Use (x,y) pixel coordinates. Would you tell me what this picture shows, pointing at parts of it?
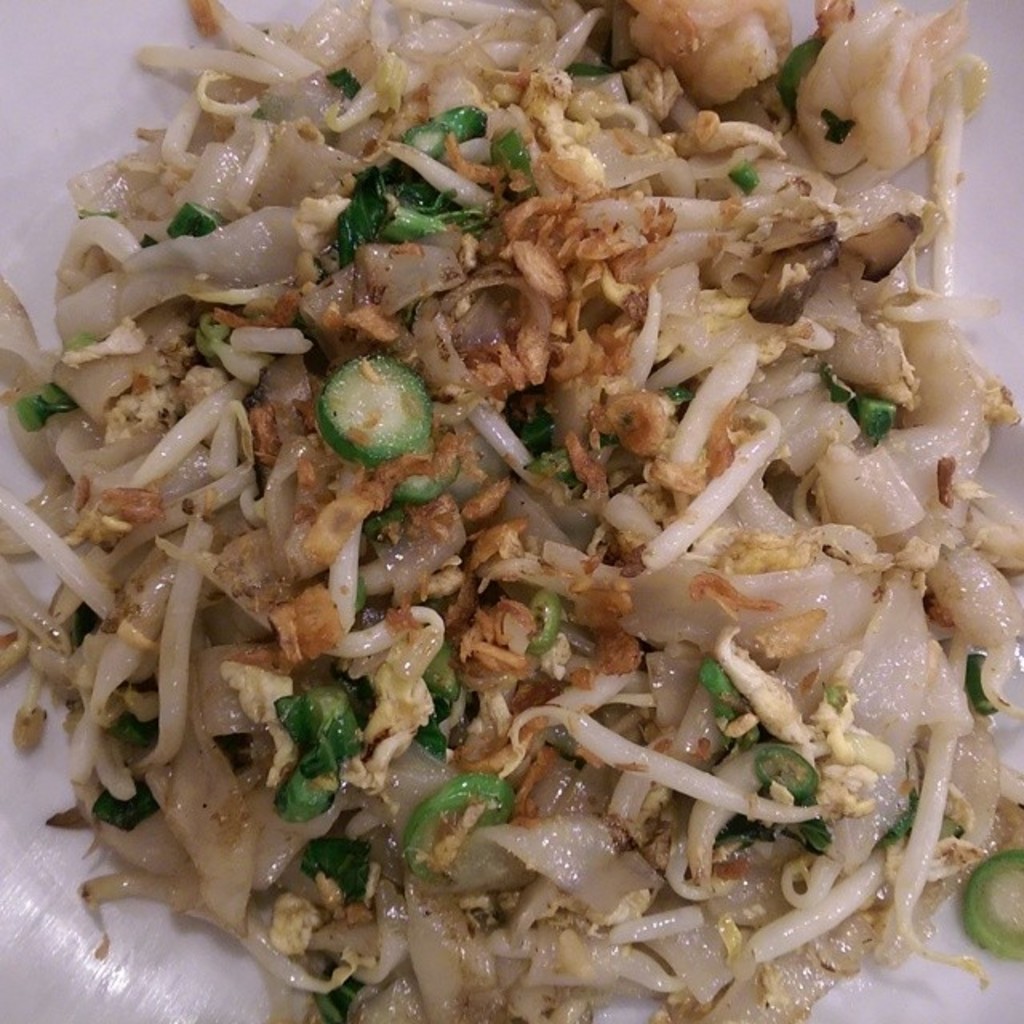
In this picture i can see food (486,462) on a white color object (39,12).
